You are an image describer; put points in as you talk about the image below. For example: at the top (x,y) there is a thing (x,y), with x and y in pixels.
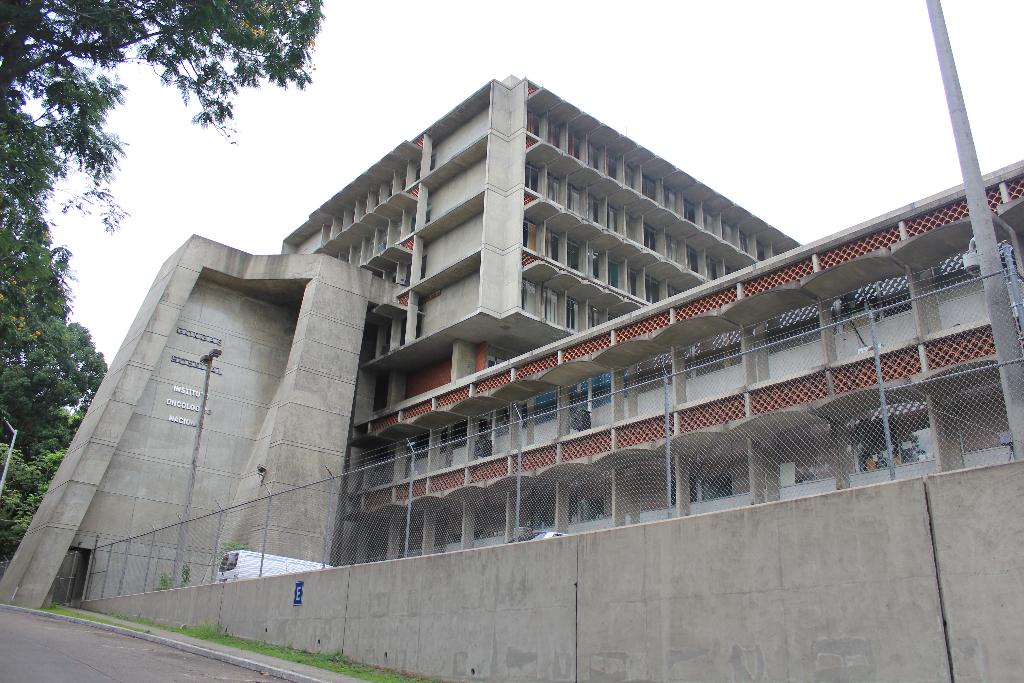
In this image there are buildings (382,355), poles (193,483), railing (863,438), wall (719,589) and there is a van (240,568). At the bottom (219,632) there is grass (51,610) and road (54,663), and on the left side of the image (29,312) there are trees (42,359). At the top (254,120) there is sky (291,136).
